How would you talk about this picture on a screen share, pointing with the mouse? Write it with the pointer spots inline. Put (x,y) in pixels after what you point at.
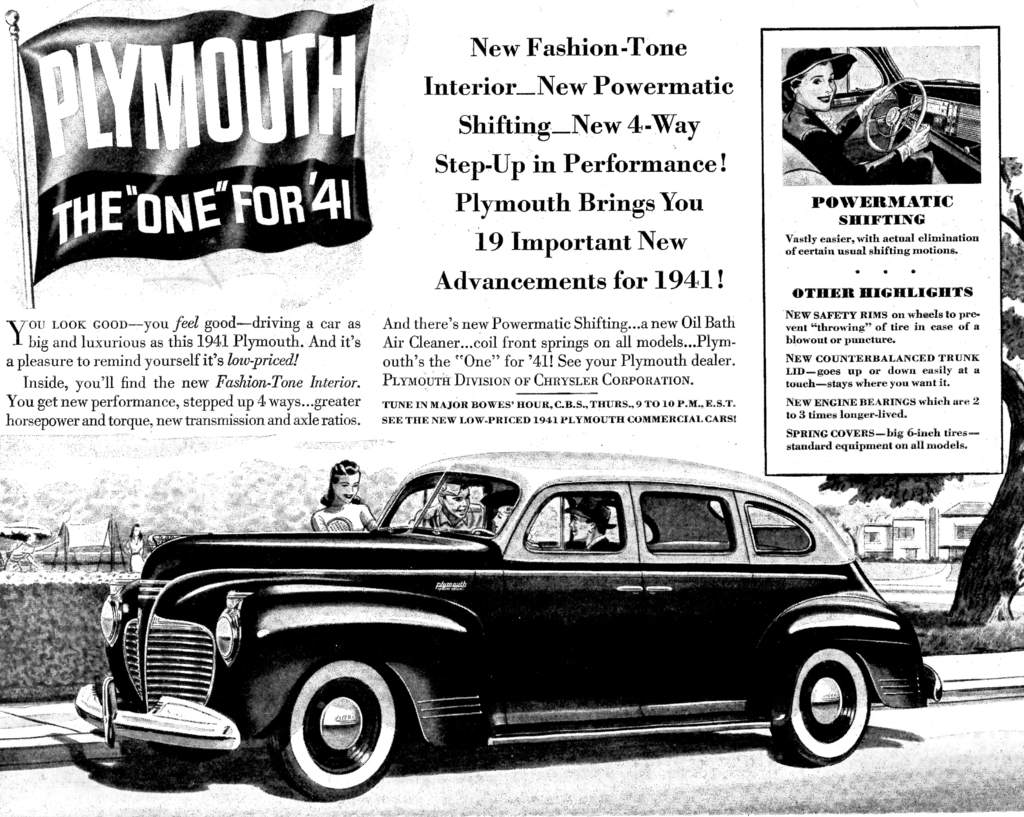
There is a car (559,546) where two people (598,532) are sitting in it and another two (352,498) are standing beside it and there is some thing (510,216) written above it and there is a flag (126,127) which has something written on it in the left top corner (127,113).
